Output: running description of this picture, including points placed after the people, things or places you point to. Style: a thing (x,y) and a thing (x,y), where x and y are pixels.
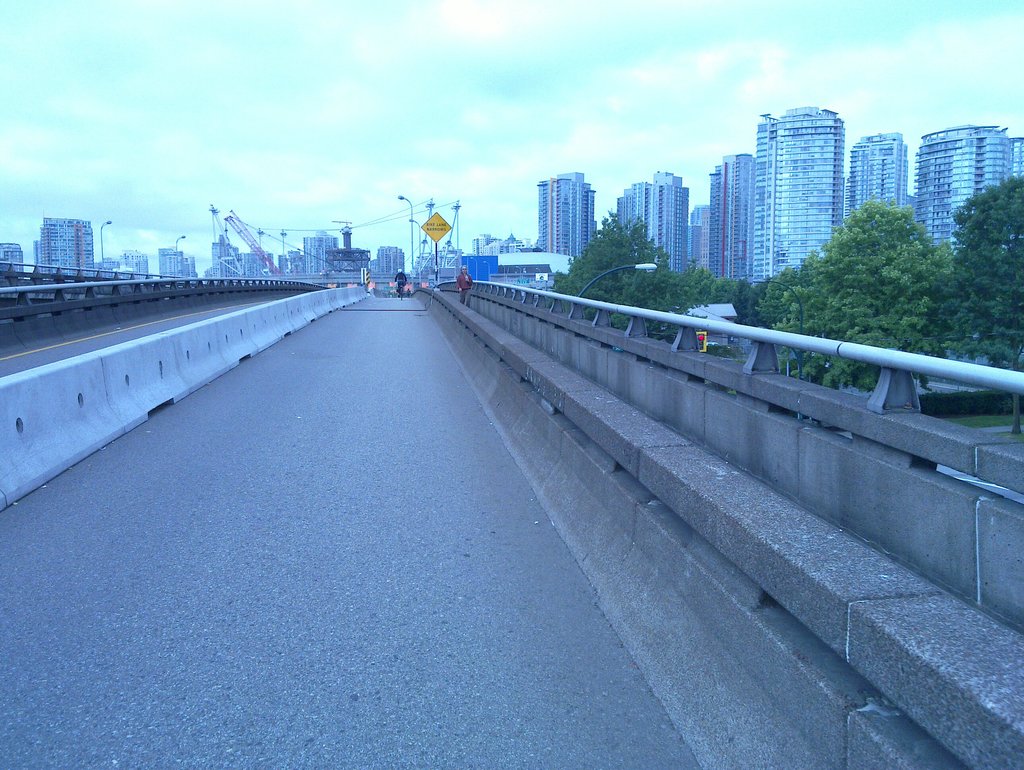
This is the road (456,516). On the right side (854,310) there are trees (851,323) and buildings (481,240).
